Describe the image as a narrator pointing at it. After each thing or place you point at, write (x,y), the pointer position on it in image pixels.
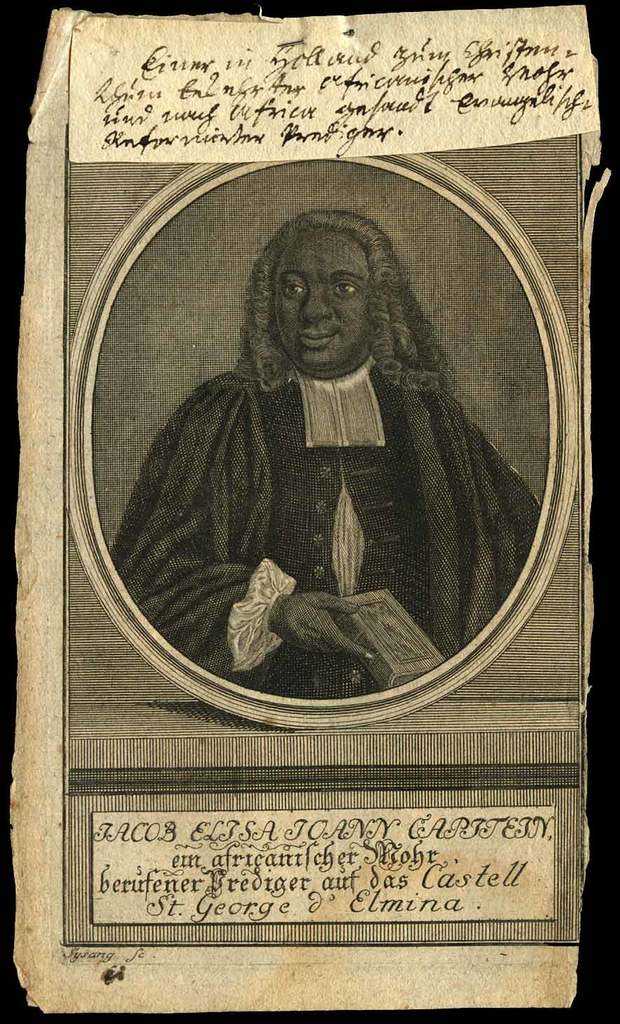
In this image I can see it's a paper (391,547) on this there is an image of a person (326,626). This person (326,618) wore a coat (379,551), there is text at the top (278,99).
